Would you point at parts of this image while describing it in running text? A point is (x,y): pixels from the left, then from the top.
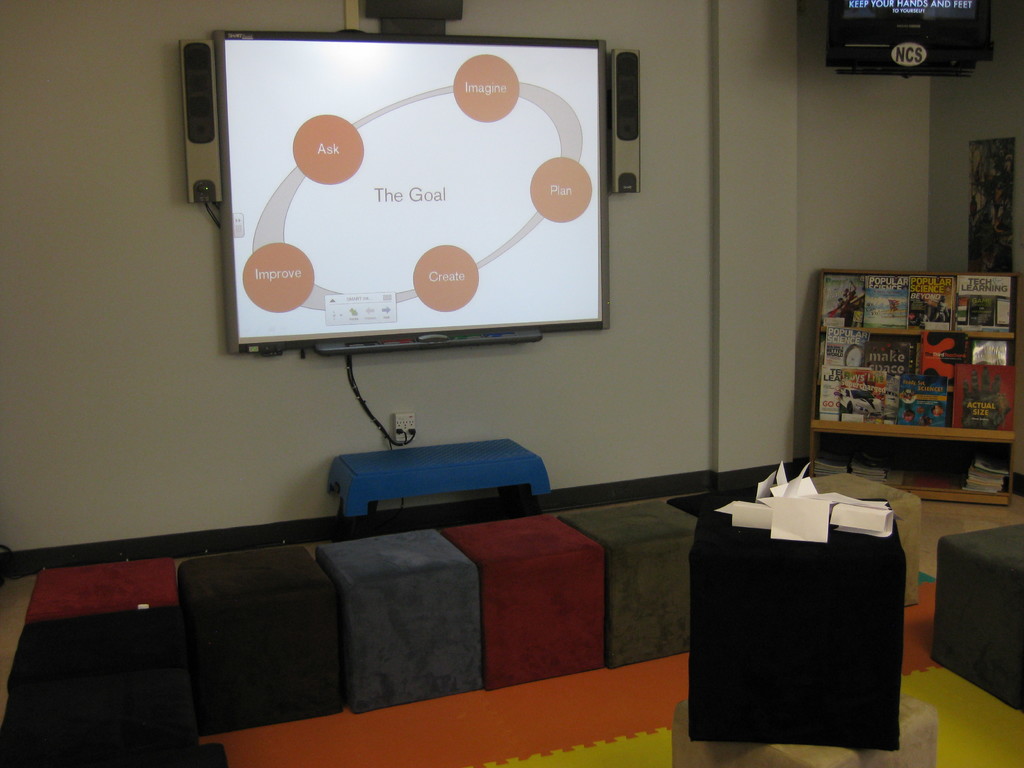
In this image i can see a TV (368,247) on the wall (171,283) and other objects (462,633) on the floor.
